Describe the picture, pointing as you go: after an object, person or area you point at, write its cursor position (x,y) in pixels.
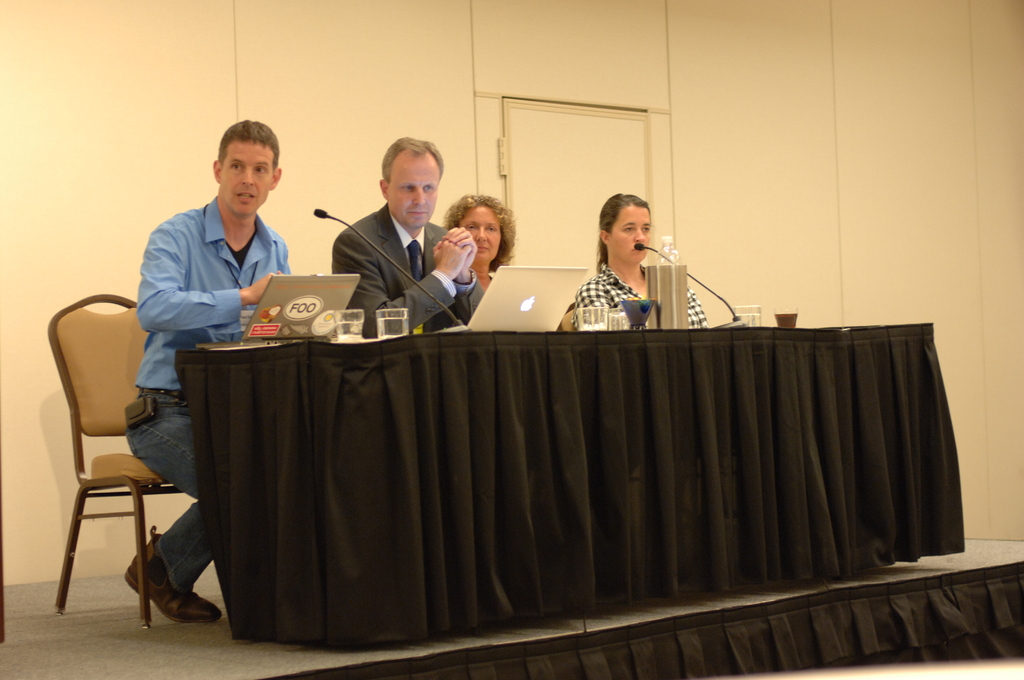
In this picture we can see two men (361,257) and two women (616,279) are sitting on chairs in front of a table (715,383), there are laptops (500,288), a water bottle (662,263), glasses (394,311) present on the table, in the background (437,100) there is a wall (434,126) and a door (560,184).
